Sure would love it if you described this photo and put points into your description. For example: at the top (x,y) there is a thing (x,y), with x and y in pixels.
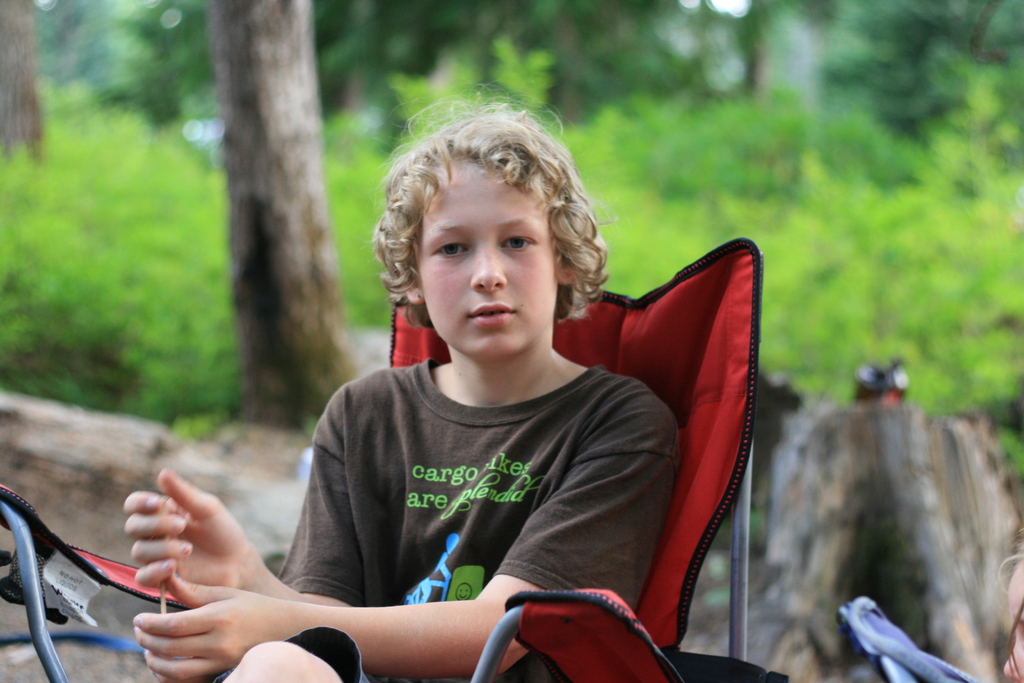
In this image I can see a boy (429,390) sitting on chair (696,360) and at the top (76,196) I can see trees (761,90) and trunk (234,136) of tree (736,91).
